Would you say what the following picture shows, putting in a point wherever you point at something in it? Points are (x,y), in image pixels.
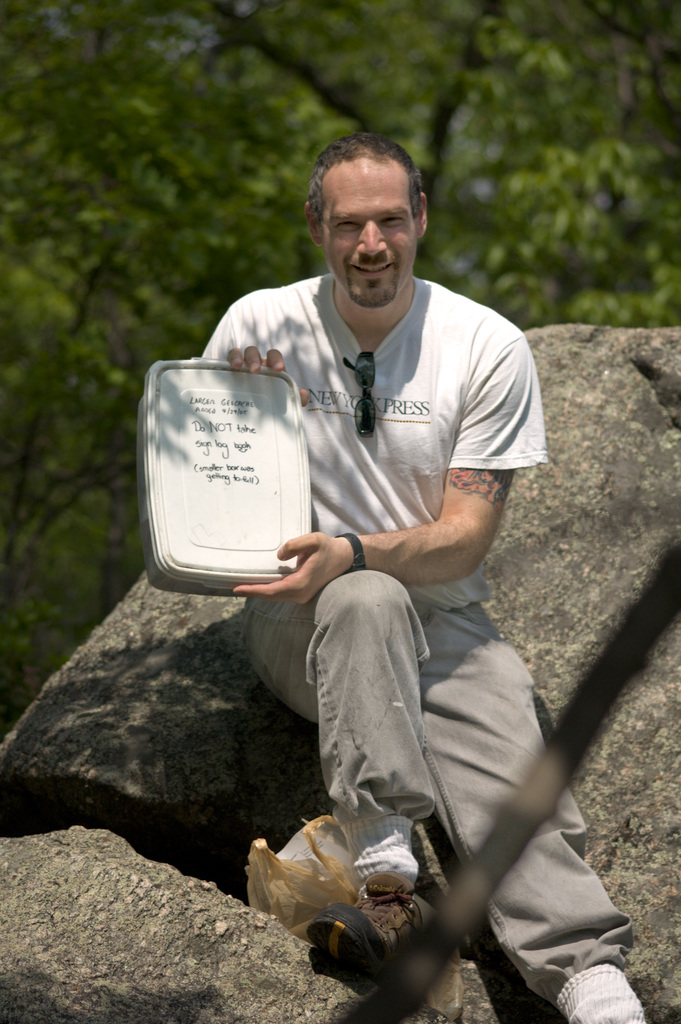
In this image there is a person (527,754), box (309,462), rocks (524,480), trees (319,255) and objects (520,800). In the background of the image (548,11) there are trees (106,316). Person (489,500) is holding a box (243,447).
